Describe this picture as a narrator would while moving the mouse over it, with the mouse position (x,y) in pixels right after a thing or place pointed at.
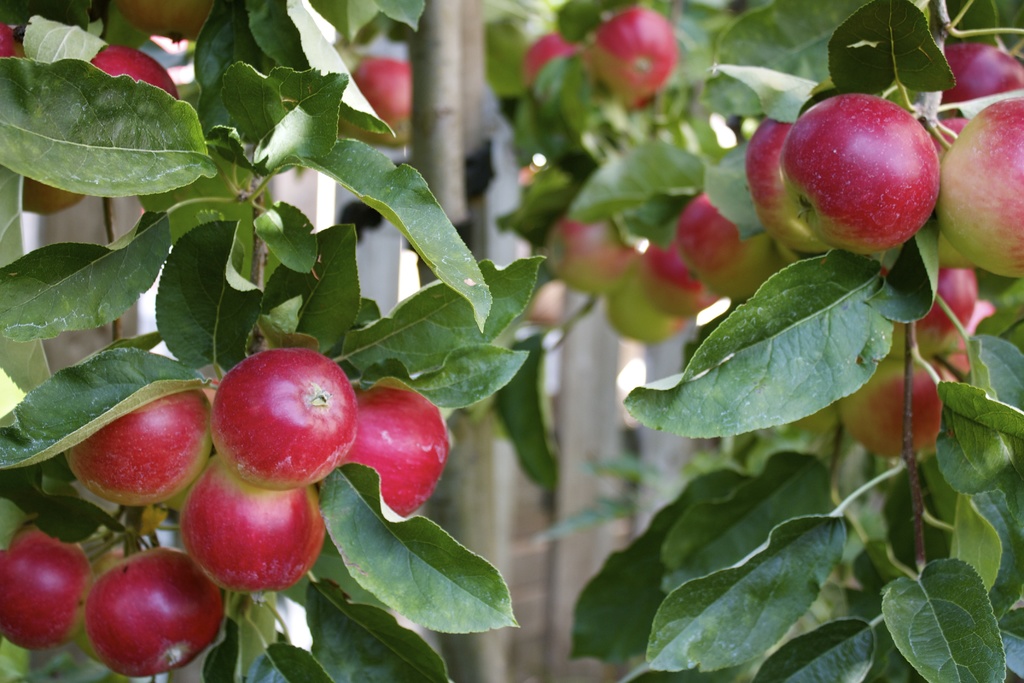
In this picture I can see many apples (674,326) on the tree (844,75). At the bottom (957,634) I can see many leaves (776,413). In the back (563,445) I can see the wooden fencing (591,436).
